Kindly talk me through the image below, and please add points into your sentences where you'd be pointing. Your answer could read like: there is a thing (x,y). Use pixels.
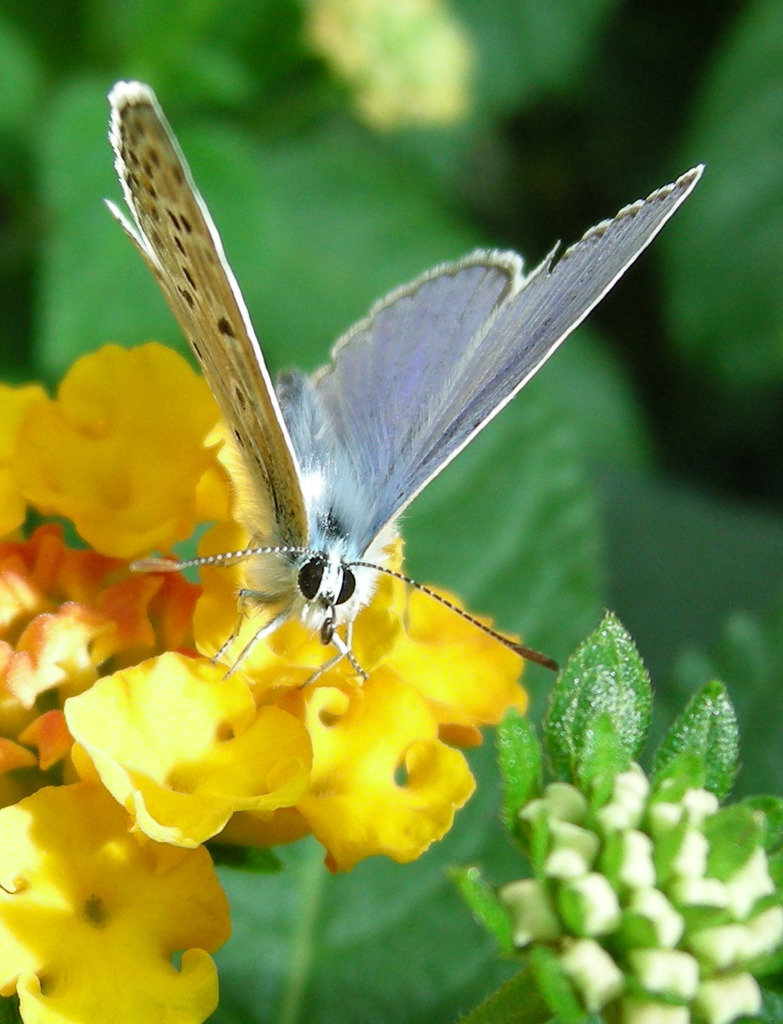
In this picture, we see a butterfly (281,493) in blue color is on the flowers (340,810). These flowers (338,763) are in yellow color. In the right bottom (754,878), we see flowers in white color. In the background (647,447), it is green in color. This picture is blurred in the background (394,243).
